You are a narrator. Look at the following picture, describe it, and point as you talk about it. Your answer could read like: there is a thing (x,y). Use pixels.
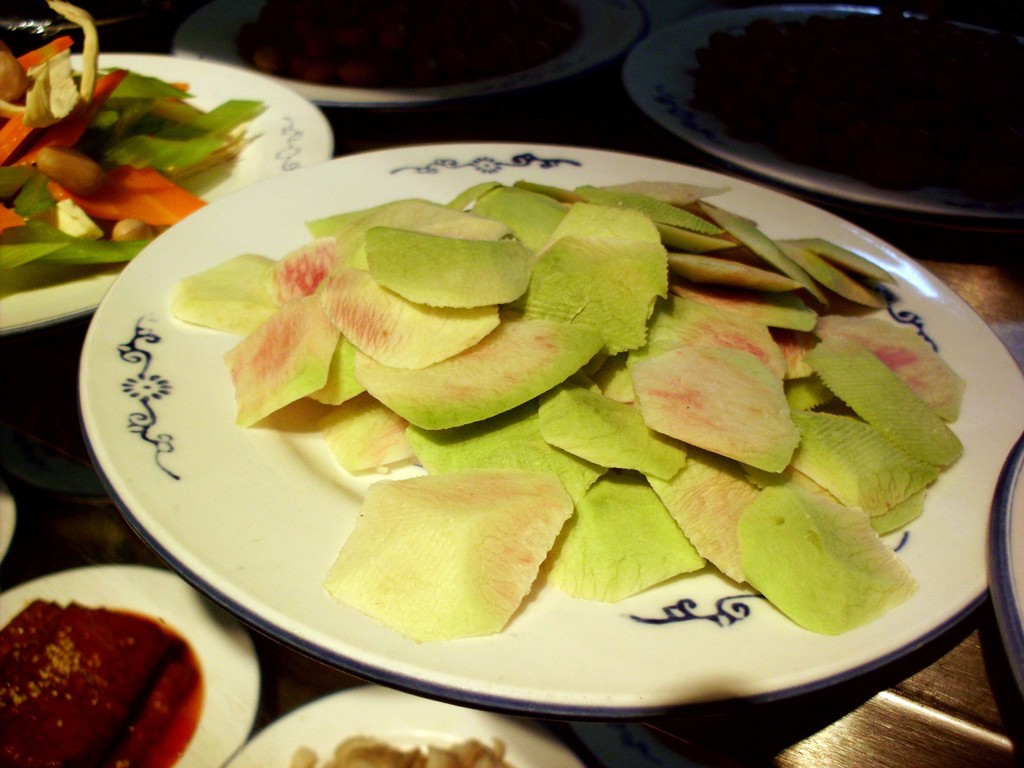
In this picture I can observe slices of a fruit (598,498) placed in the white color plate (291,502). I can observe some vegetables (92,133) beside this plate (204,468), placed in the another plate (272,113). These plates (223,255) are placed on the table (39,410).
